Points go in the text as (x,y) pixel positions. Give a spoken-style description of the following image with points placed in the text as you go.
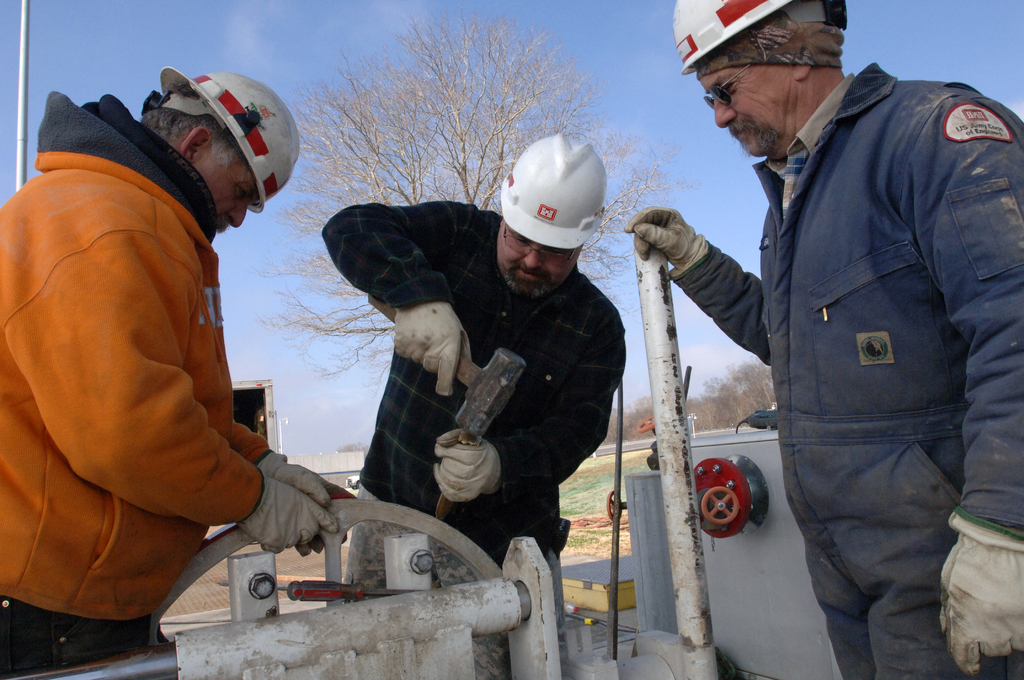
In this picture there are three men (1016,359) standing and wore helmets (559,175) and gloves (485,489), among them there is a man (508,403) holding a tool (498,414) and carving and we can see tools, machine (124,676), rod (126,662), poles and few objects (707,486). In the background of the image (584,18) we can see trees (309,289), road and sky (591,44).
